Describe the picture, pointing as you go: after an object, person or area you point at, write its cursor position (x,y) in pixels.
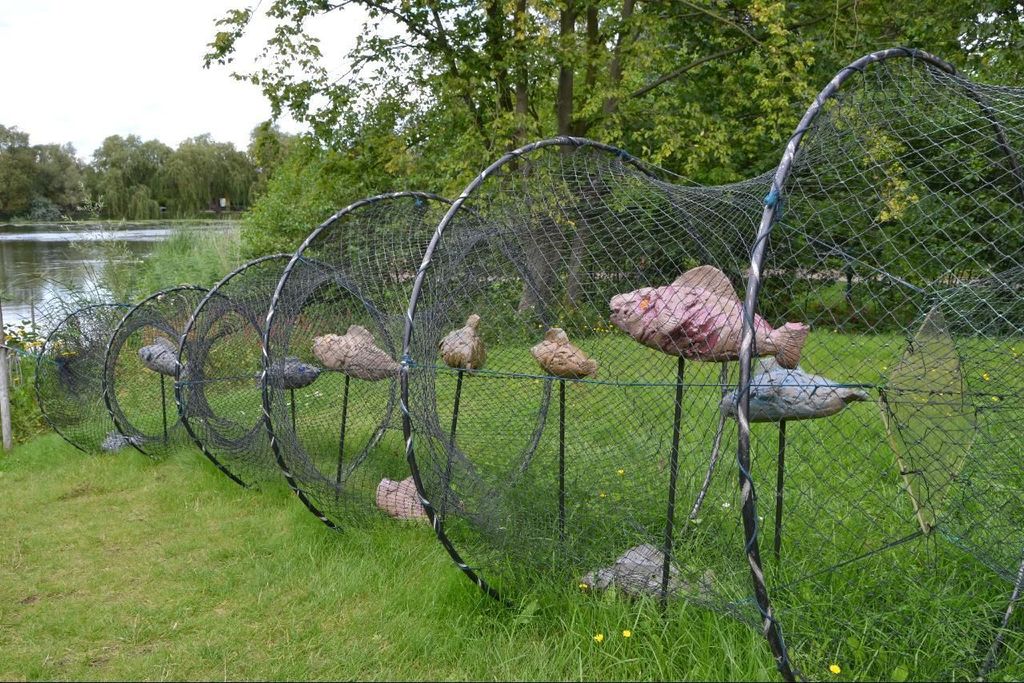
In this picture we can see fishes (573,373) in a net (394,366), side we can see the lake (45,261), around we can see trees (758,60) and grass (194,617).
